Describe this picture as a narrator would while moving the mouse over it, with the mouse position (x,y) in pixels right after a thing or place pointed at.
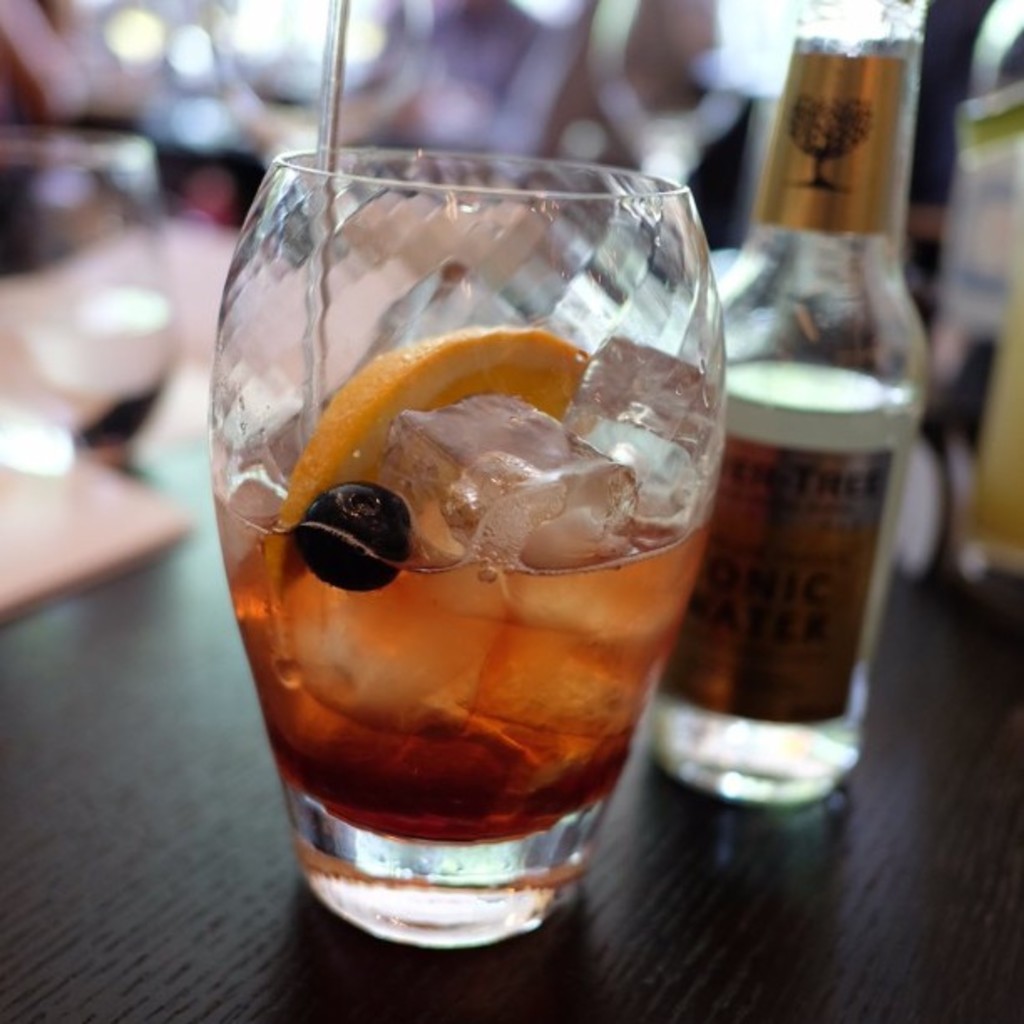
A glass (407,448) and a bottle (827,167) are on a table (209,895).
